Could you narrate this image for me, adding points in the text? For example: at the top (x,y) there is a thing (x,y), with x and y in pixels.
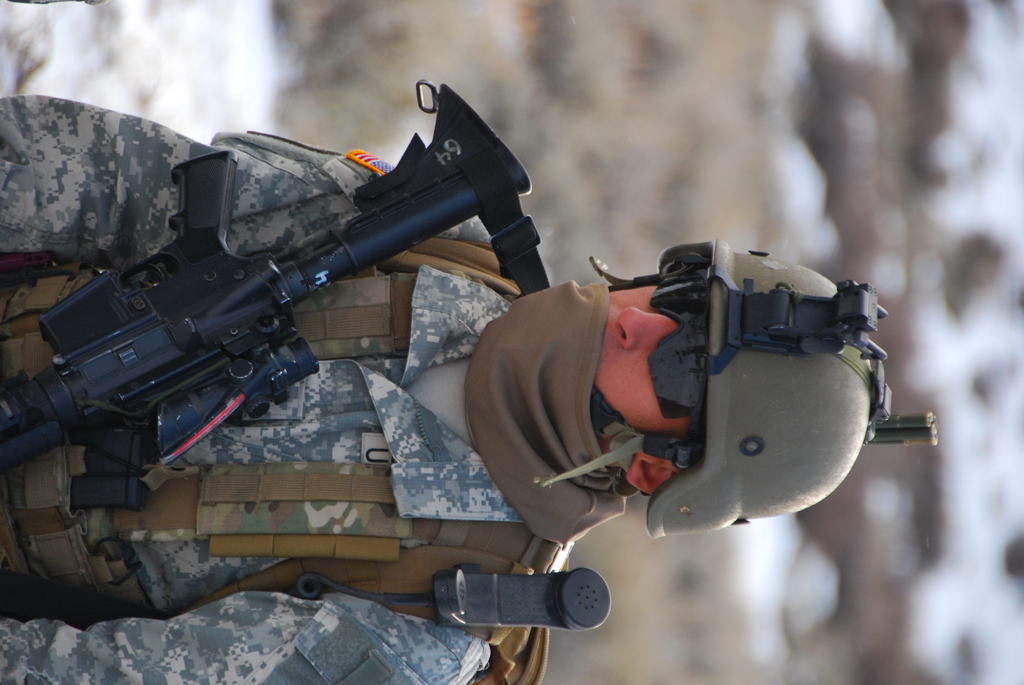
In this image there is a man (325,420), he is holding a gun (331,271) and wearing a military uniform (365,434).
